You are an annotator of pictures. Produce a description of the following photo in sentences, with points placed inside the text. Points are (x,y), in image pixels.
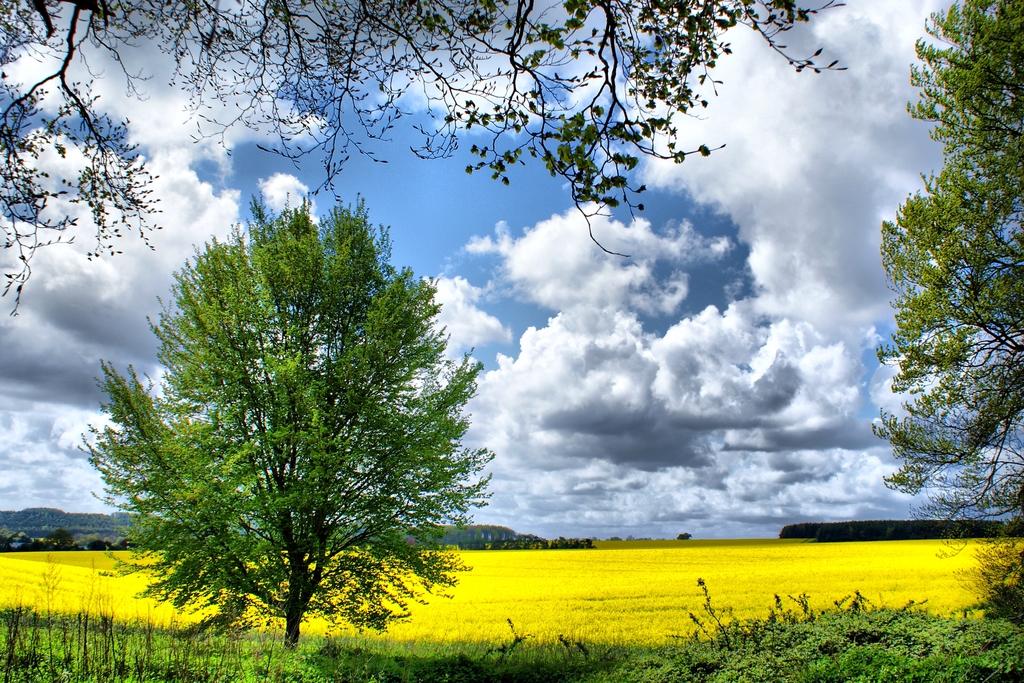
In this picture we can see trees (385,427), grass (681,675) and in the background (621,223) we can see the sky (506,244) with clouds (647,264).
